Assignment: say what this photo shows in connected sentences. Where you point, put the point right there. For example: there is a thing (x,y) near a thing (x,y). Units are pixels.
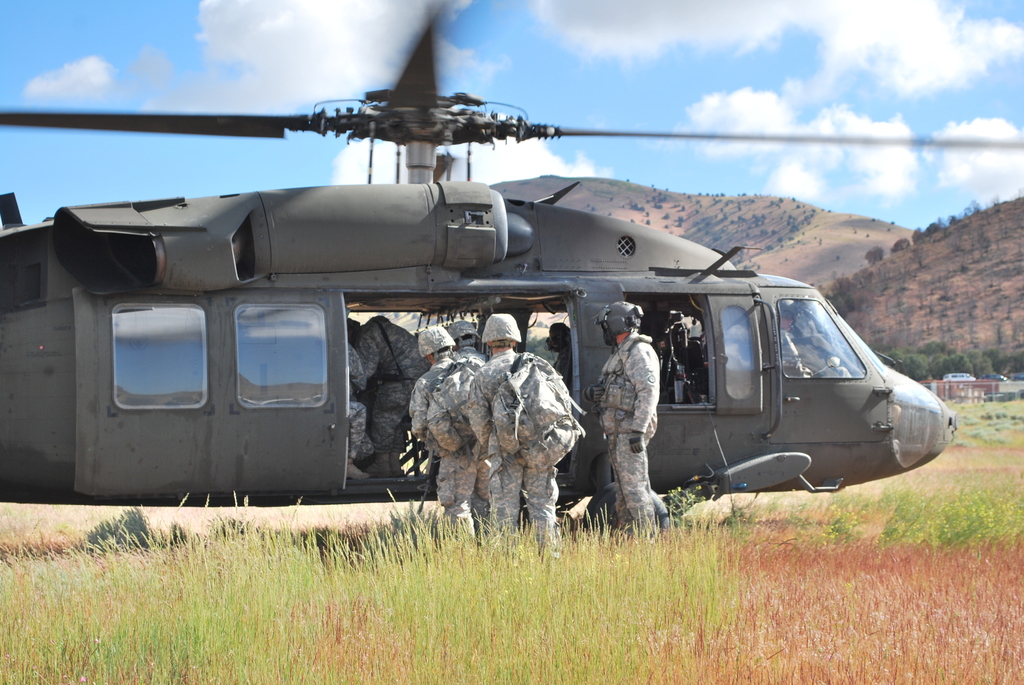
In this image, we can see people (615,471) and some grass (643,558). There is a helicopter (751,414) in the middle of the image (368,307). There are hills (823,269) and trees (998,354) on the right side of the image (899,322). There are clouds (234,40) in the sky (255,56).
